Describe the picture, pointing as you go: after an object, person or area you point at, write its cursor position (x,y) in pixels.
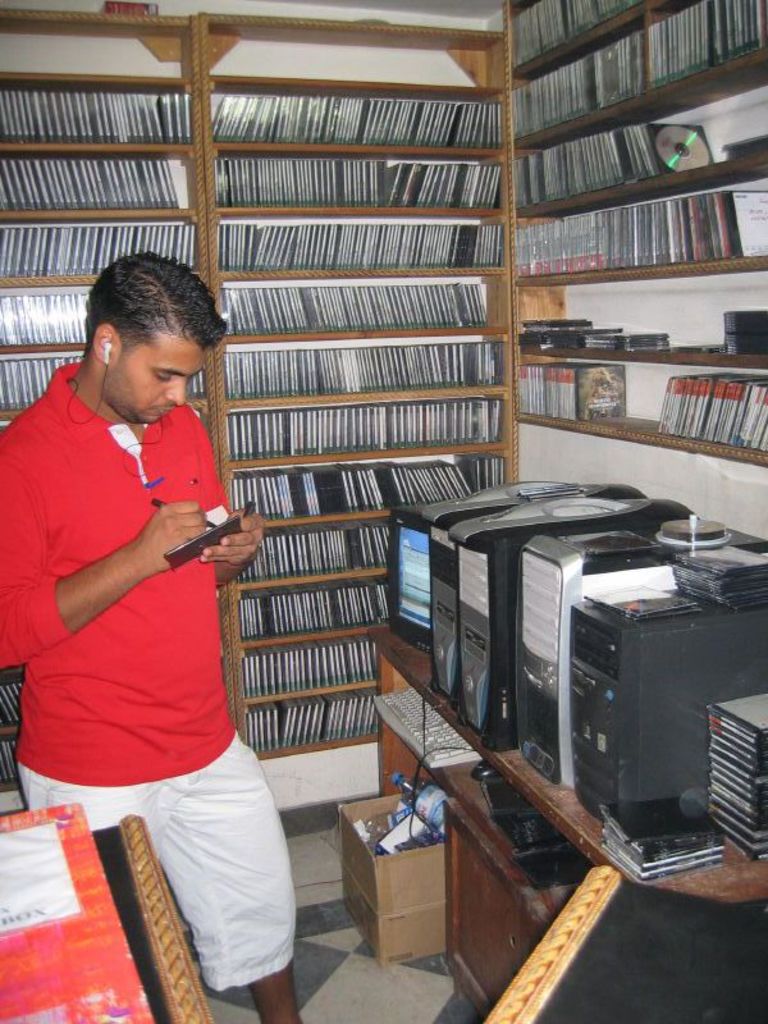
In the picture we can see a man (79,447) standing on the floor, he is with red T-shirt (52,666) and beside him we can see a table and behind him we can see racks (748,261) with full of disks (67,206) in it and under the rack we can see a table (489,864) on it we can see some CPU (694,767) and monitor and under it we can see keyboard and mouse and under it we can see dustbin (442,874).
